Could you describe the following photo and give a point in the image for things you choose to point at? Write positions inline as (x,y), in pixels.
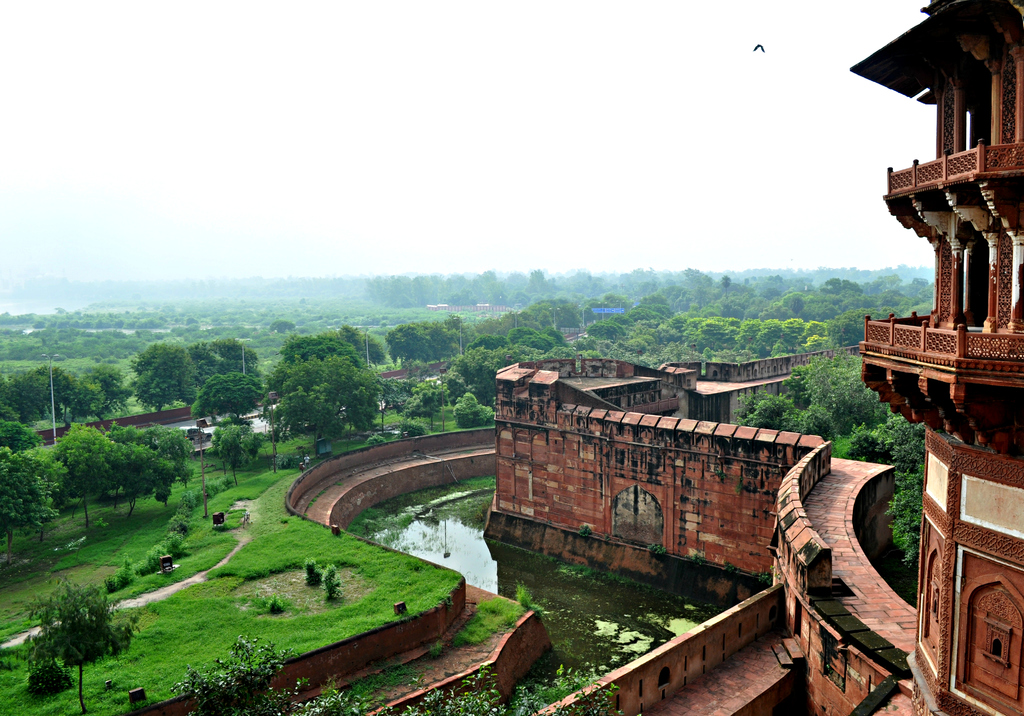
In this image there is a fort (681,545) on the right side (794,504). In front of the fort (842,598) there is water (470,528). In the background (258,370) there are so many trees (330,438). At the top (751,56) there is a bird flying in the sky (759,42). On the left side (237,616) bottom there is a ground (151,545) on which there are trees (129,477). Beside the ground (20,586) there is a road (171,426).
